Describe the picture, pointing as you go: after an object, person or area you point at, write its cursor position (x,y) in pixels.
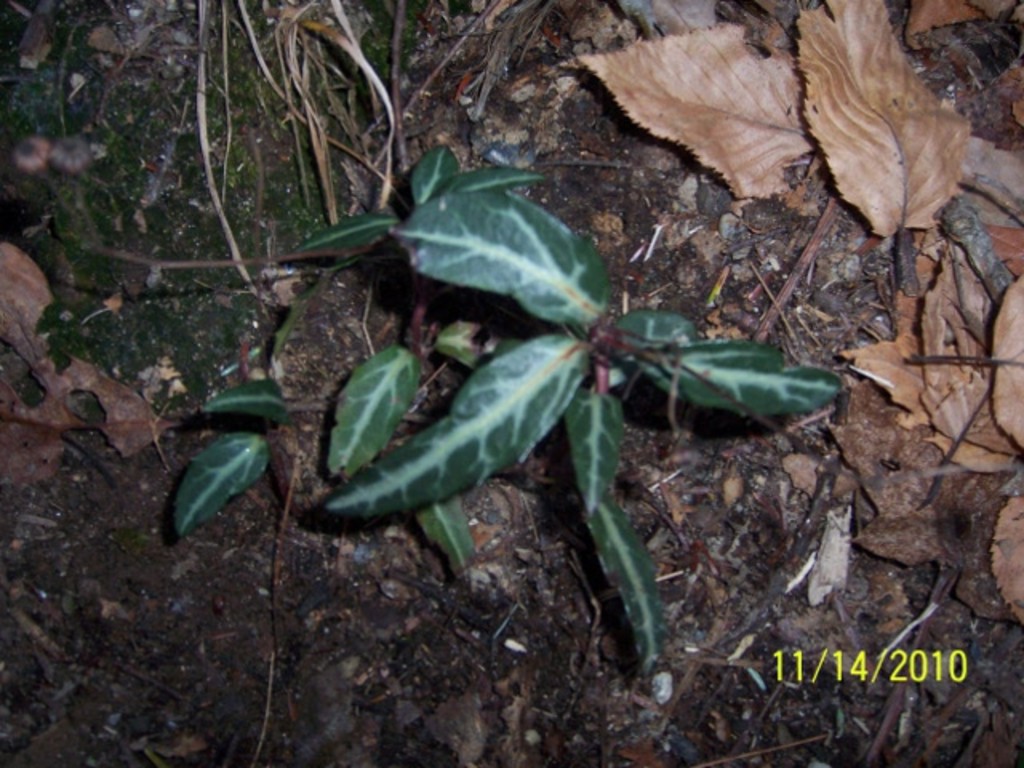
There is a plant (585,343) which is green in color and there are few dried leaves (855,131) beside it.
